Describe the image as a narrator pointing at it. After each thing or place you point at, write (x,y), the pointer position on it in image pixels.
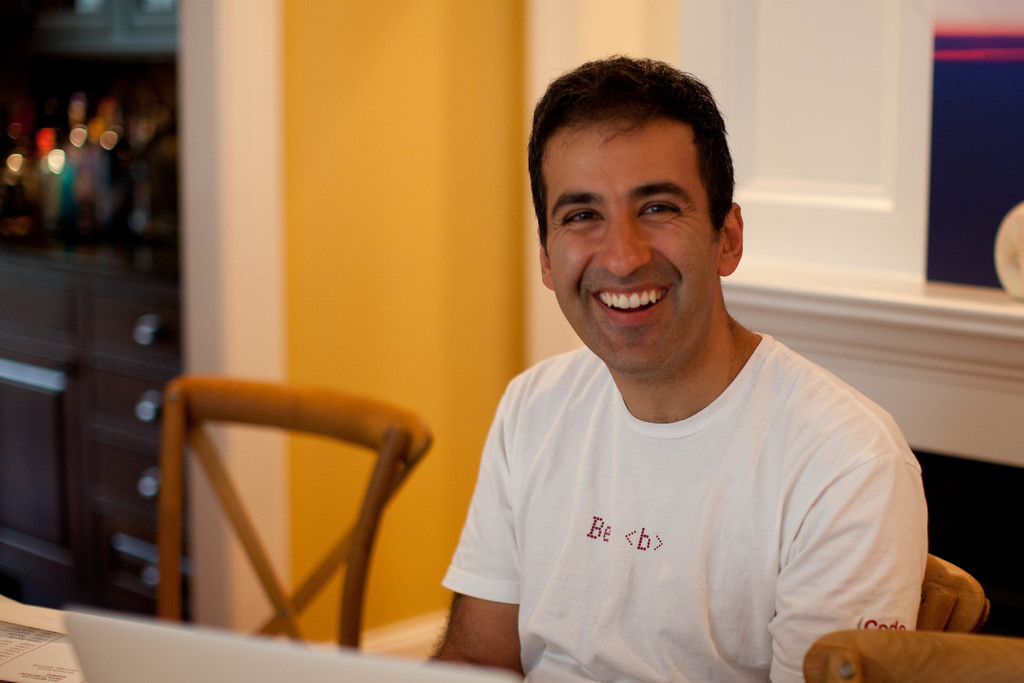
In this image I can see a man (721,403) is sitting on a chair (953,569). I can see a smile on his face (644,325) and he is wearing white T-shirt (577,544). Here I can see one more chair (281,608).
